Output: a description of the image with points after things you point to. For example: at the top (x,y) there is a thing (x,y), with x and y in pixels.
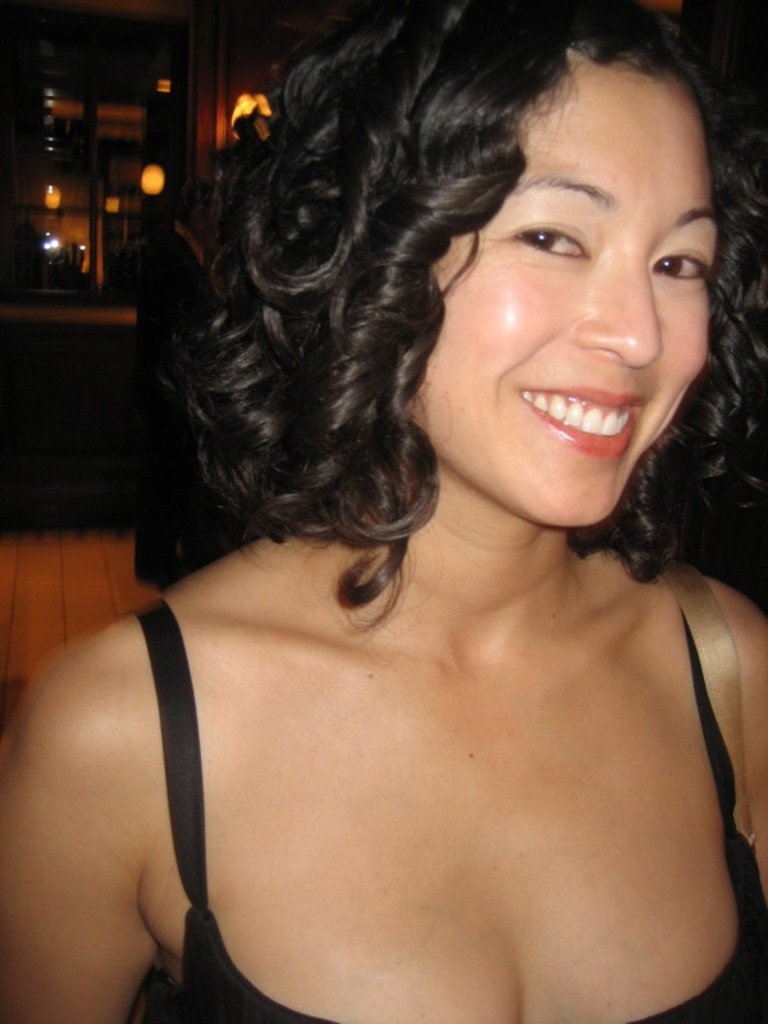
In the image I can see a woman (388,599) is wearing black color clothes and smiling. In the background of the image (169,187) I can see lights (53,196) and some other objects (116,238).
